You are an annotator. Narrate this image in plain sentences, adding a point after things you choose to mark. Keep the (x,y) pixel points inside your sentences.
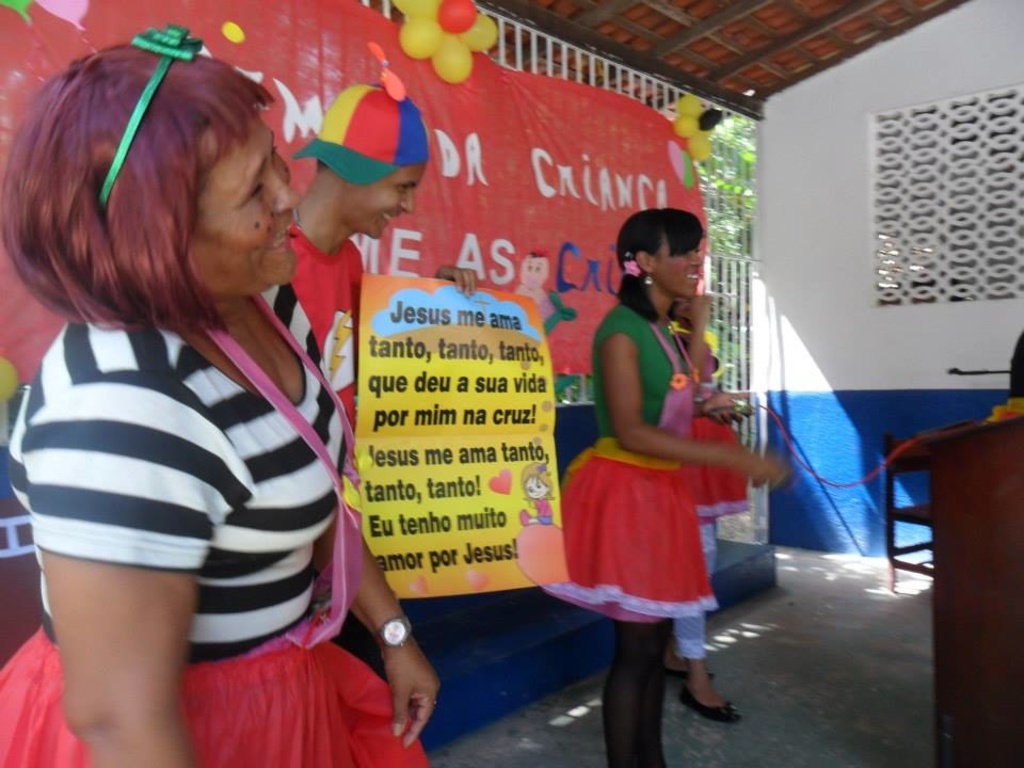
In this image I can see the group of people (294,415) with different color dresses (201,503). In the back (485,274) I can see the banner (491,163) and the trees (714,194). To the right (946,538) I can see the podium (948,481) and mic (987,370) on it. I can also see the balloons (457,26) in the back (408,53).
